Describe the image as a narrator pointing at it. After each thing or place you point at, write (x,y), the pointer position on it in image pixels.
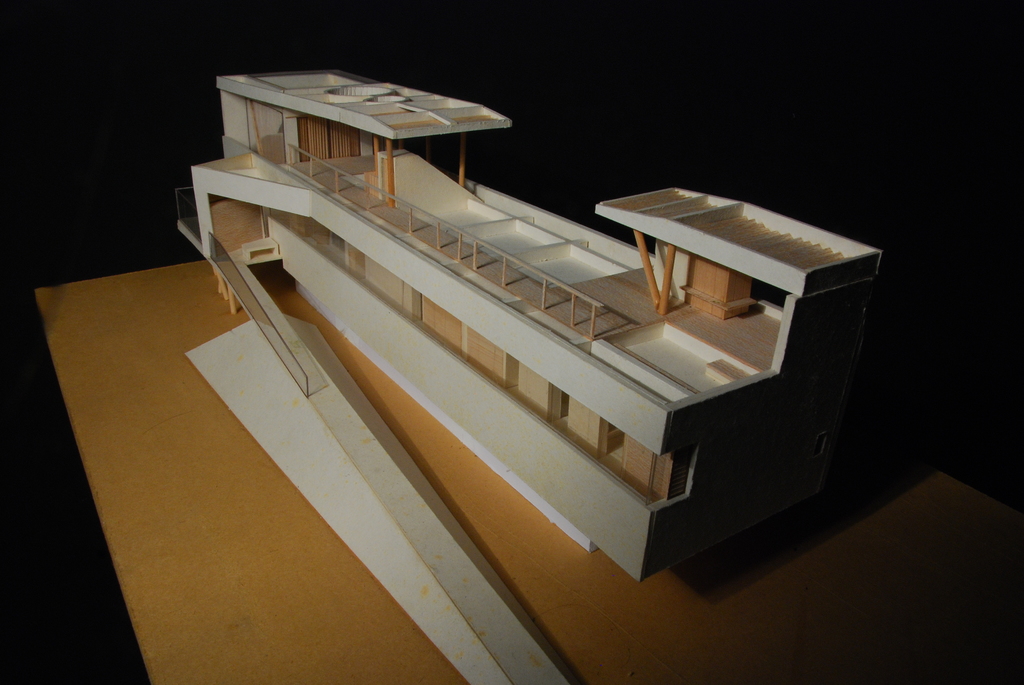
In this image we can see a miniature (292,419) of the building (302,405) on the wooden surface (206,467).
